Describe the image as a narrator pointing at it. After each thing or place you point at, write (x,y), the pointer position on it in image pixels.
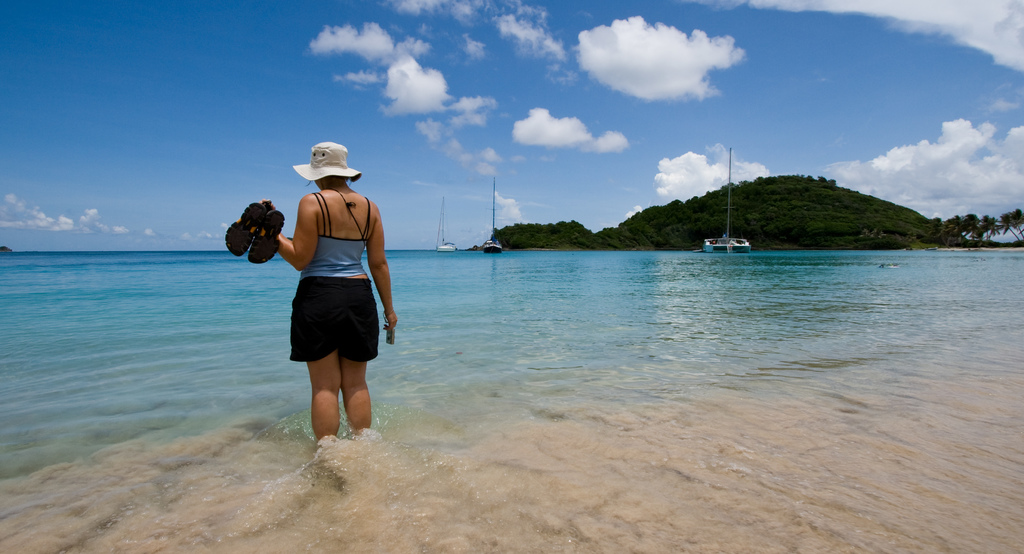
As we can see in the image there is water (584,303), a woman (344,231) wearing white color hat (331,175) and holding shoes (237,236). In the background (552,241) there are boats (732,239) and trees (821,227). At the top (508,62) there is sky (559,91) and there are clouds (450,106).
